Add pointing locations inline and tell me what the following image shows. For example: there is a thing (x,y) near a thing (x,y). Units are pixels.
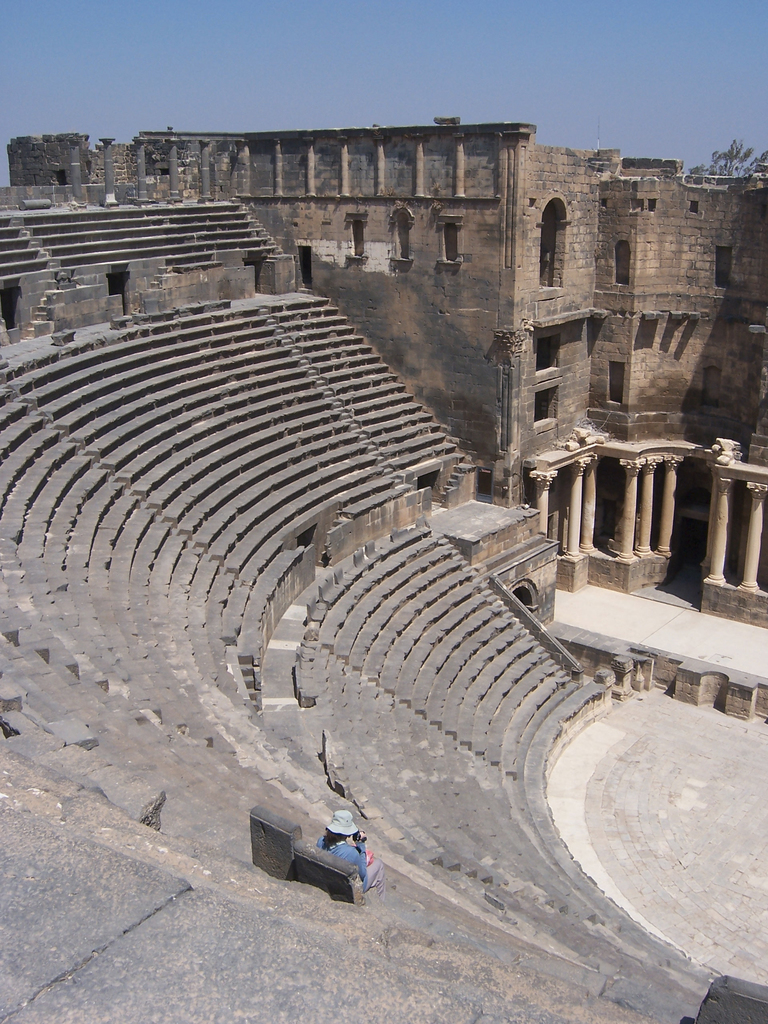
As we can see in the image there are buildings (671,294), windows (548,400), stairs (135,398), a person (333,843) sitting on bench (316,867) and at the top (440,103) there is sky (338,68).
